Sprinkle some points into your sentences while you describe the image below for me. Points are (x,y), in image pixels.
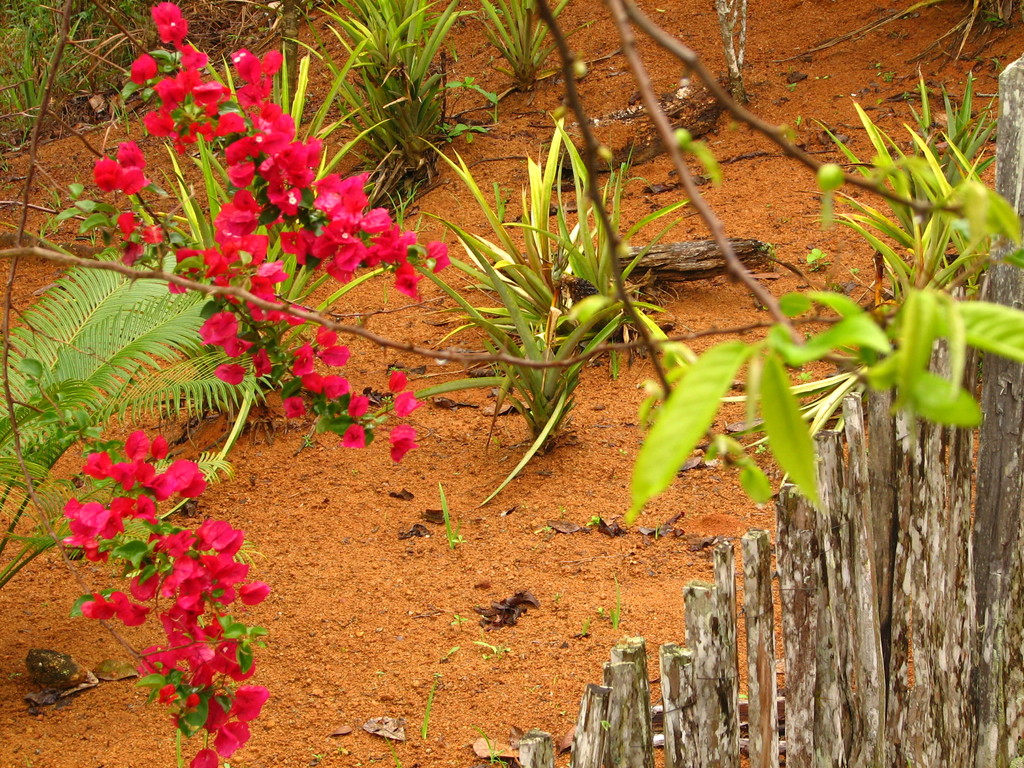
In this image there are flowers (411,246) and plants (863,169). On the right side of the image (799,512) there is a wooden fence (773,611).
